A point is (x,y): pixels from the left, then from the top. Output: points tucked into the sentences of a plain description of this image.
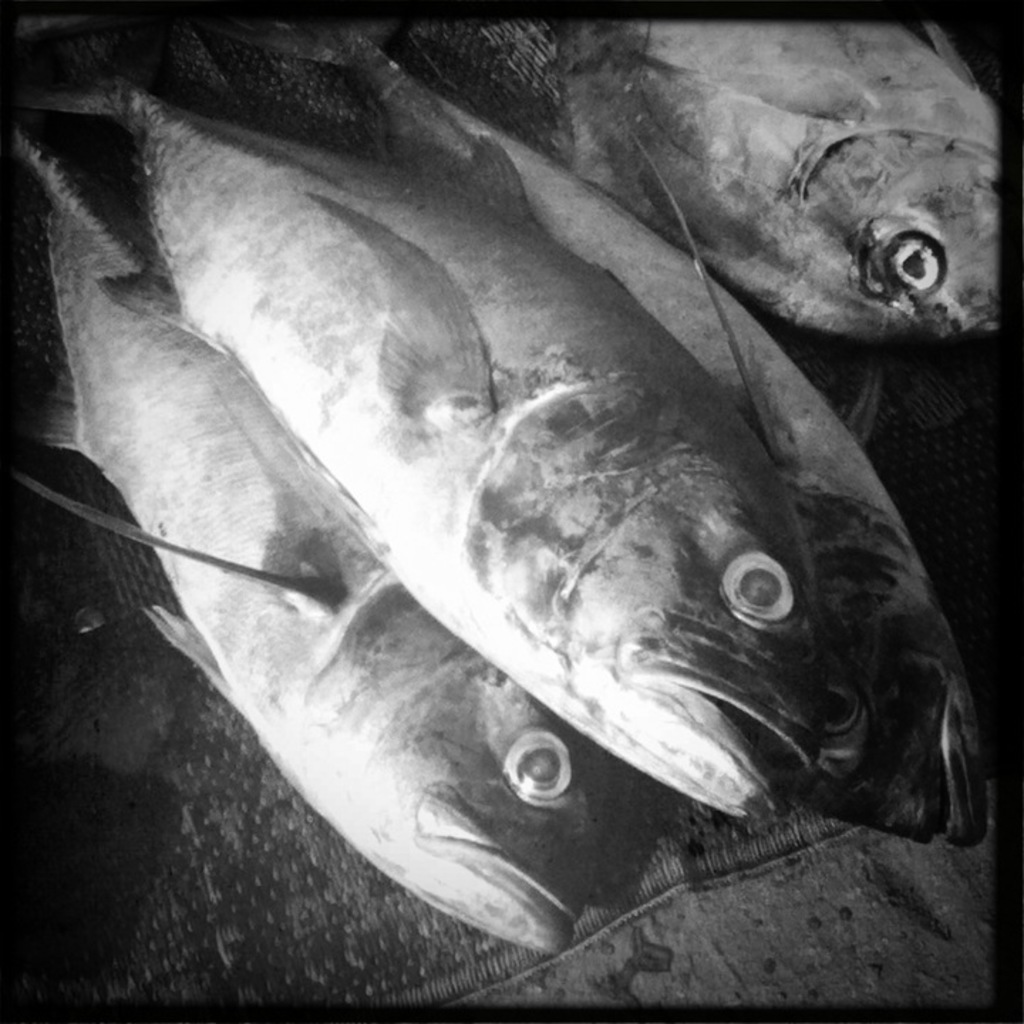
This is a black and white image. In this image we can see fishes (671,707) on the mat (154,785).
